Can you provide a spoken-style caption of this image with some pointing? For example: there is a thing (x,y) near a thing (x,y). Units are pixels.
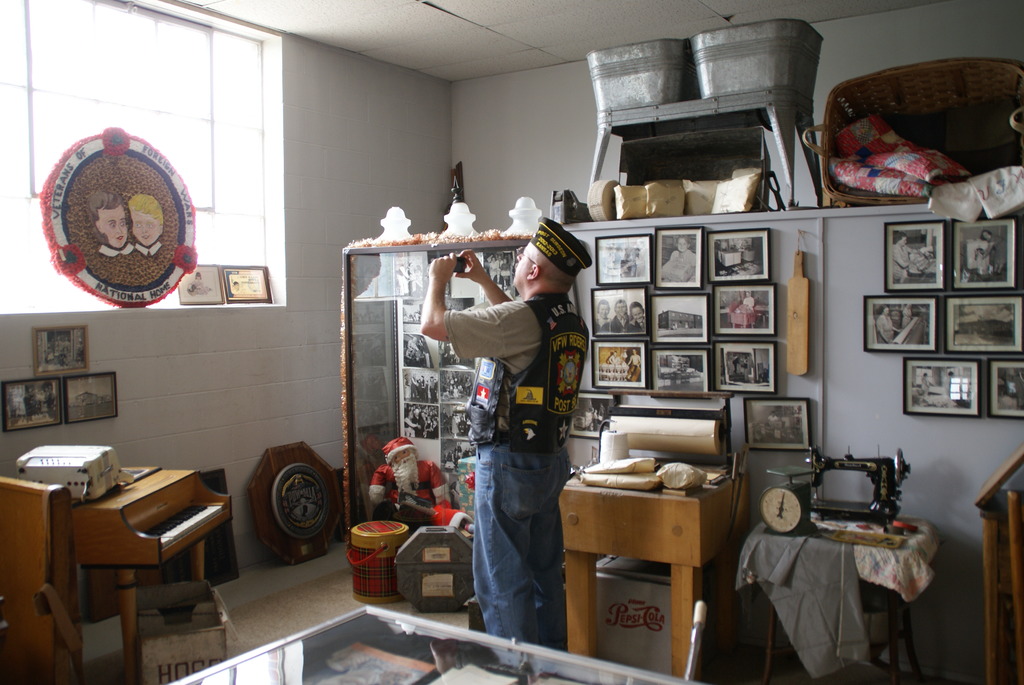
In this image i can see man (515,390) standing holding a camera (465,265) at the back ground (719,315) i can see few frames (721,328), bat (789,331) attached to a wall (815,272), i can also see few pillows (856,147) at left (83,242) there is a board (122,225) a window (161,140) and a wall (308,142).
